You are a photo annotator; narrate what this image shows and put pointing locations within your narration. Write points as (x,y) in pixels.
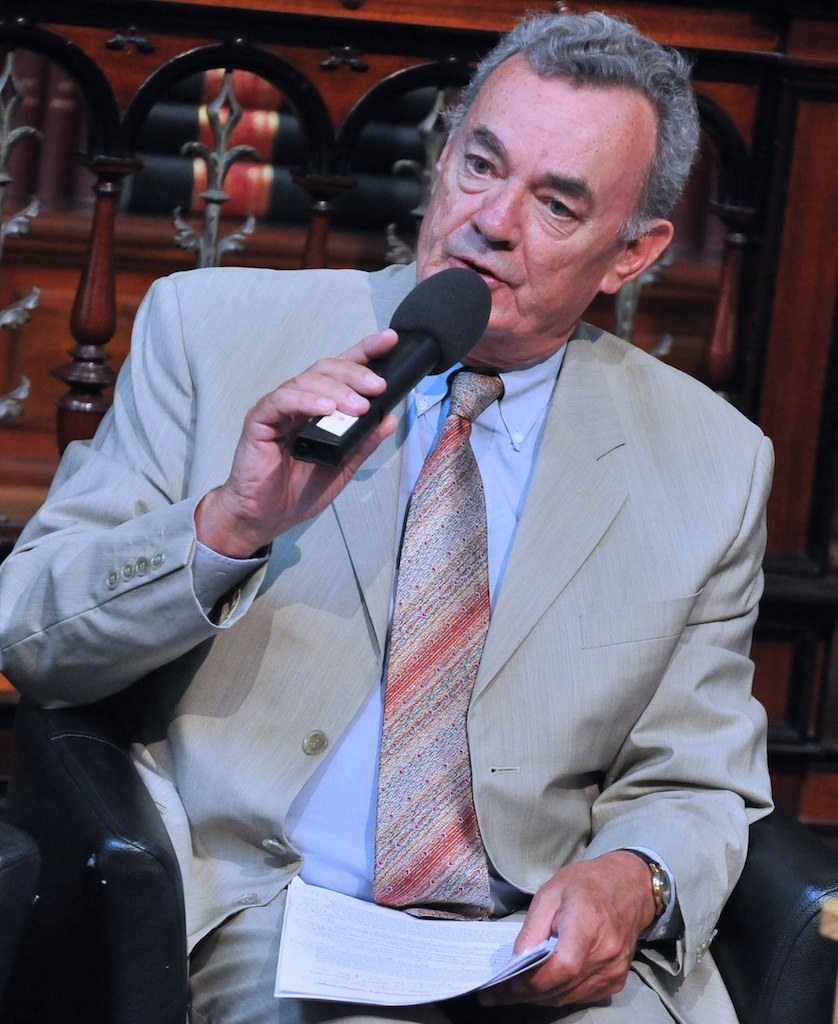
man (420,515) sitting on the sofa (142,857), holding mike (430,368), wearing watch (661,886), holding paper (416,947).
